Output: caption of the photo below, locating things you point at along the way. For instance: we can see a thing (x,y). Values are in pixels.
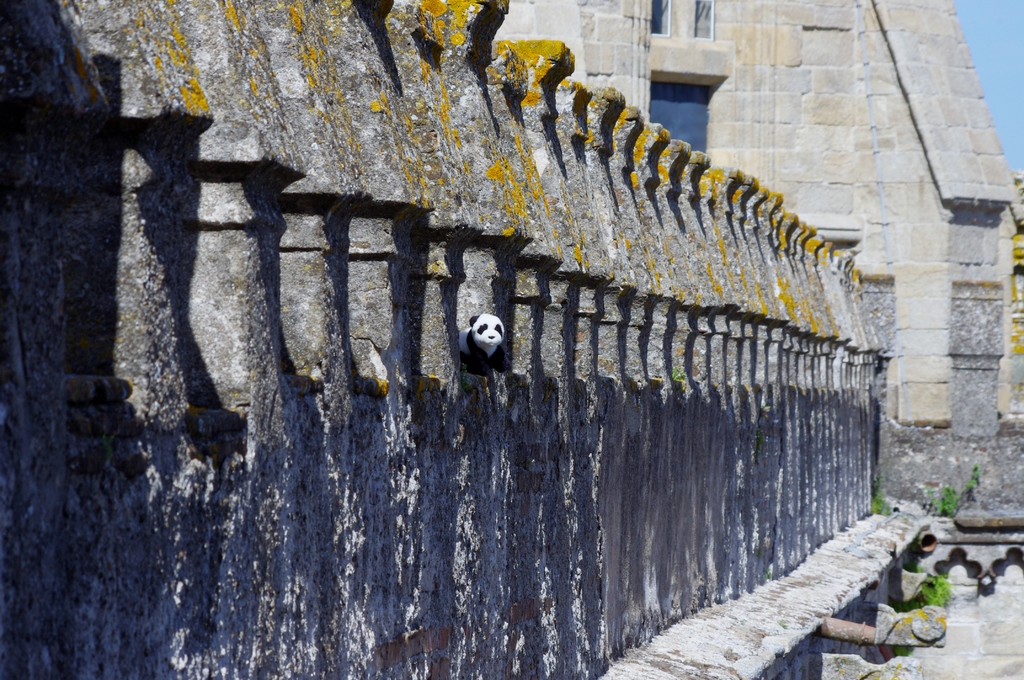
There is a wall (444,498). On the wall (660,385) there are pillars (141,201). Between the pillars (340,280) we can see a panda (497,343). In the back (699,90) there is a building (782,89) with brick wall (813,110) and windows (674,93). Also there is sky (996,85) in the background (1003,62).
